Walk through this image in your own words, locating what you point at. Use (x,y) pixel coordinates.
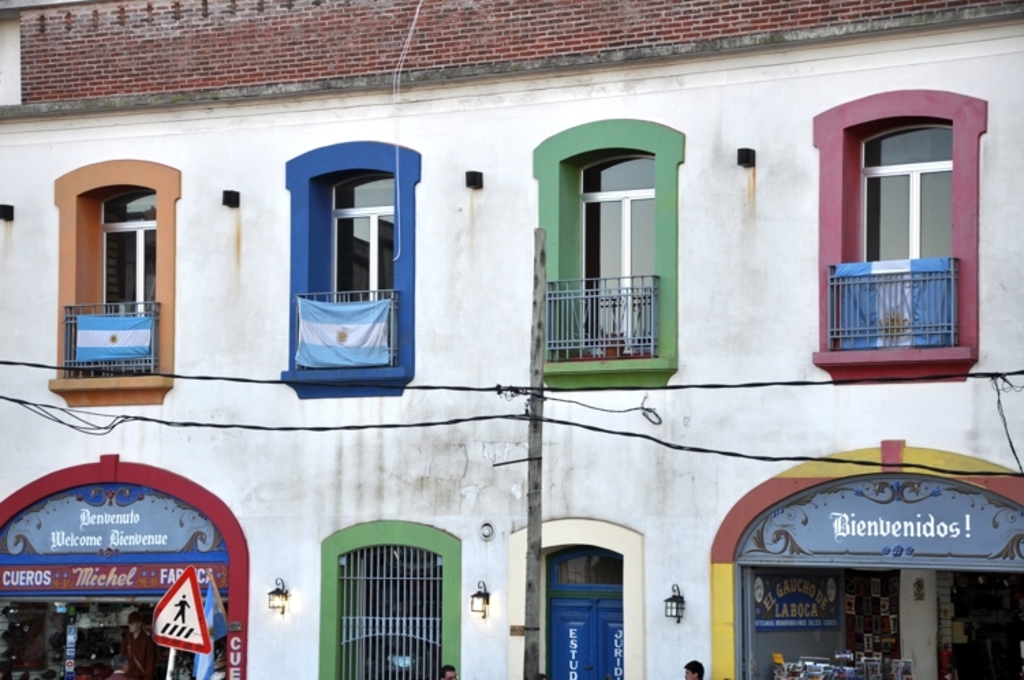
In the picture I can see a building (890,234) with glass windows (951,240) and balcony (582,339). Here we can see flags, we can see stores (915,658) in which we can see few objects (867,624) are kept, we can see name boards (937,550), lights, current poles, wires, caution board (170,641) and the brick wall (117,87).
